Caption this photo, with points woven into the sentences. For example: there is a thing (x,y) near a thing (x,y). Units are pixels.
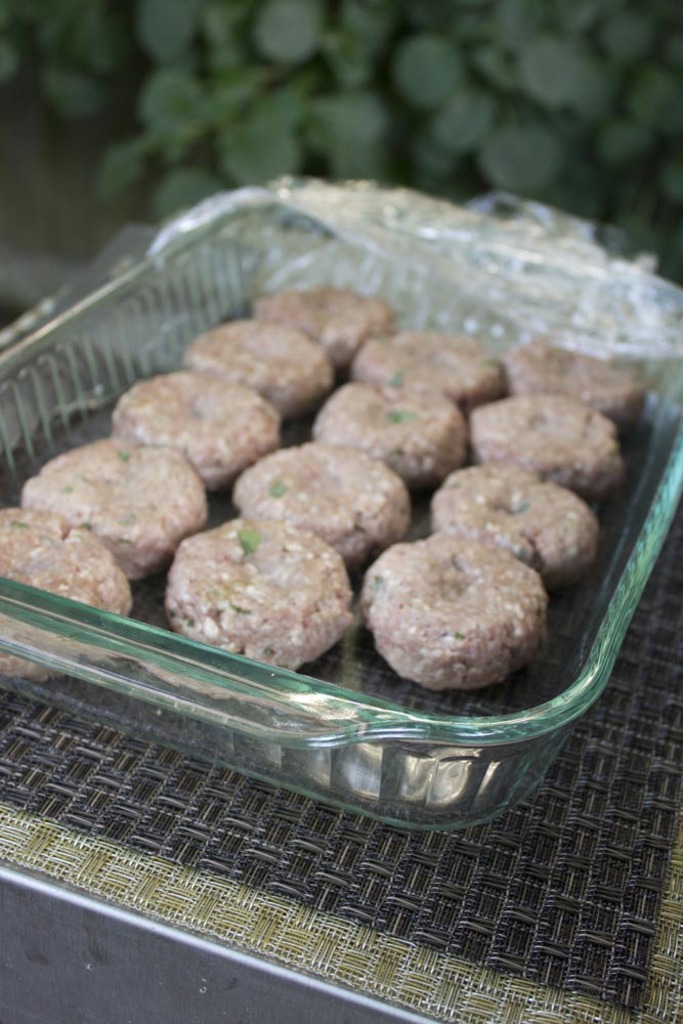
In this picture we can see some eatable item (257,481) is placed in a bowl (272,677) and kept on the carpet (309,903).
